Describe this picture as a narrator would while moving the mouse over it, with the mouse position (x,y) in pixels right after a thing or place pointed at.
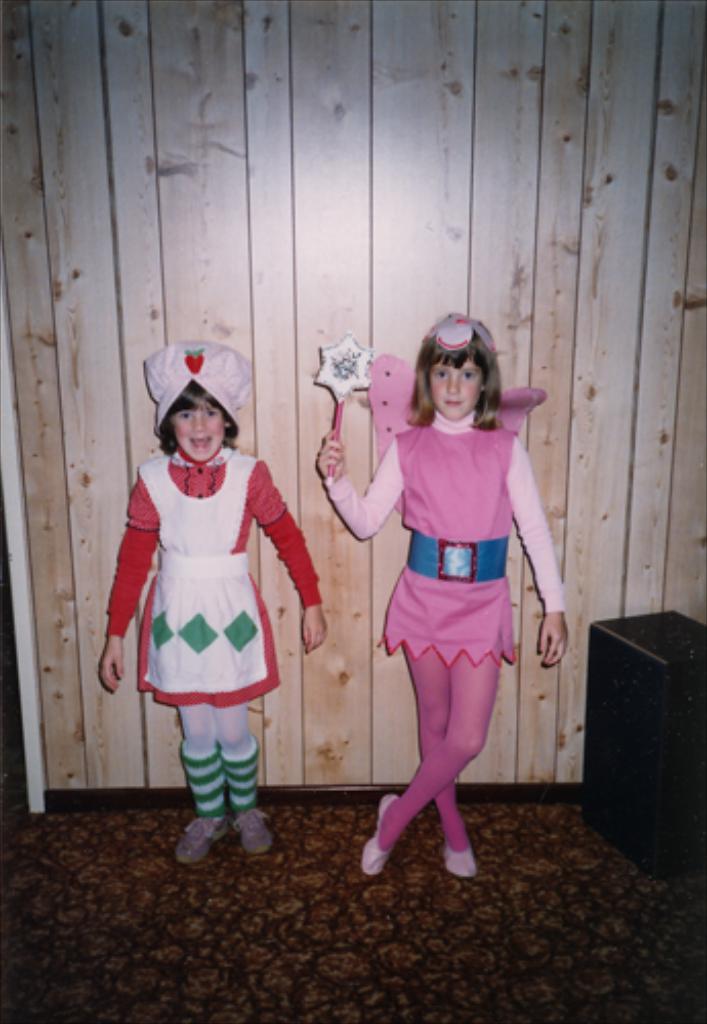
This image is taken indoors. At the bottom of the image (274,920) there is a floor (508,857). In the background (536,446) there is a wooden wall (97,463). On the right side of the image (623,672) there is a table (643,762). In the middle of the image (468,642) two kids (216,626) are standing on the floor (414,859) and a kid (376,428) is holding an object (343,382) in her hand (331,449).
